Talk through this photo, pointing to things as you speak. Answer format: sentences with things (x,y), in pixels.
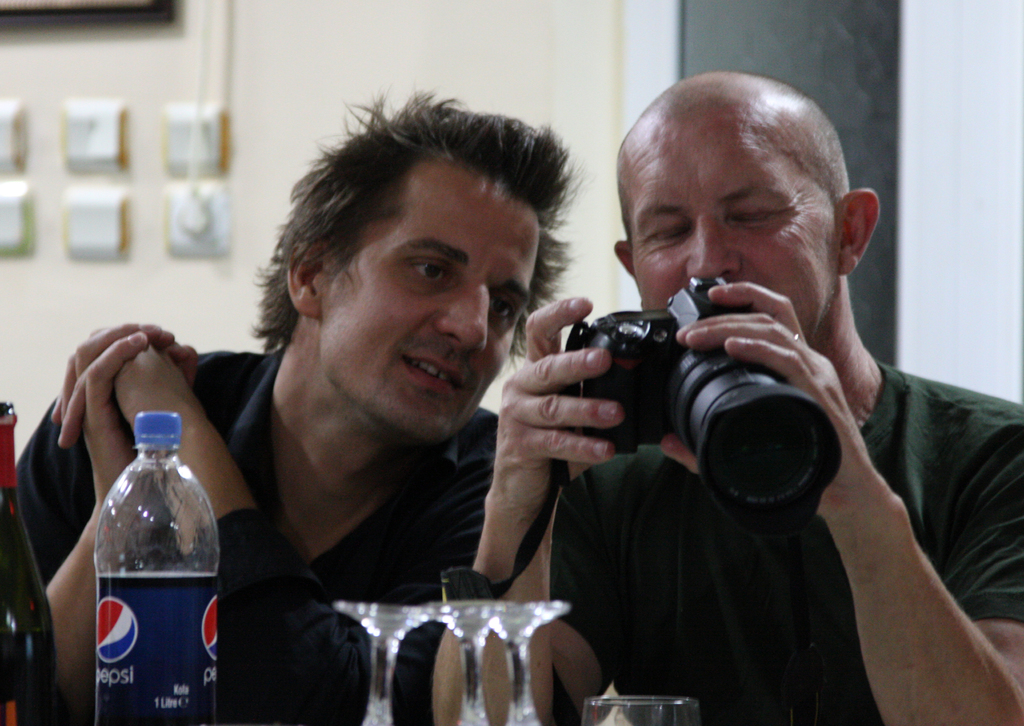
In the picture there are two men (664,262) sitting together and one is doing some work with the camera (761,379) there is a table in front of them on the table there are bottles (6,442) and glasses (468,618) there is a wall (308,44) near to them on the wall (260,121) there are some switches (117,216).
